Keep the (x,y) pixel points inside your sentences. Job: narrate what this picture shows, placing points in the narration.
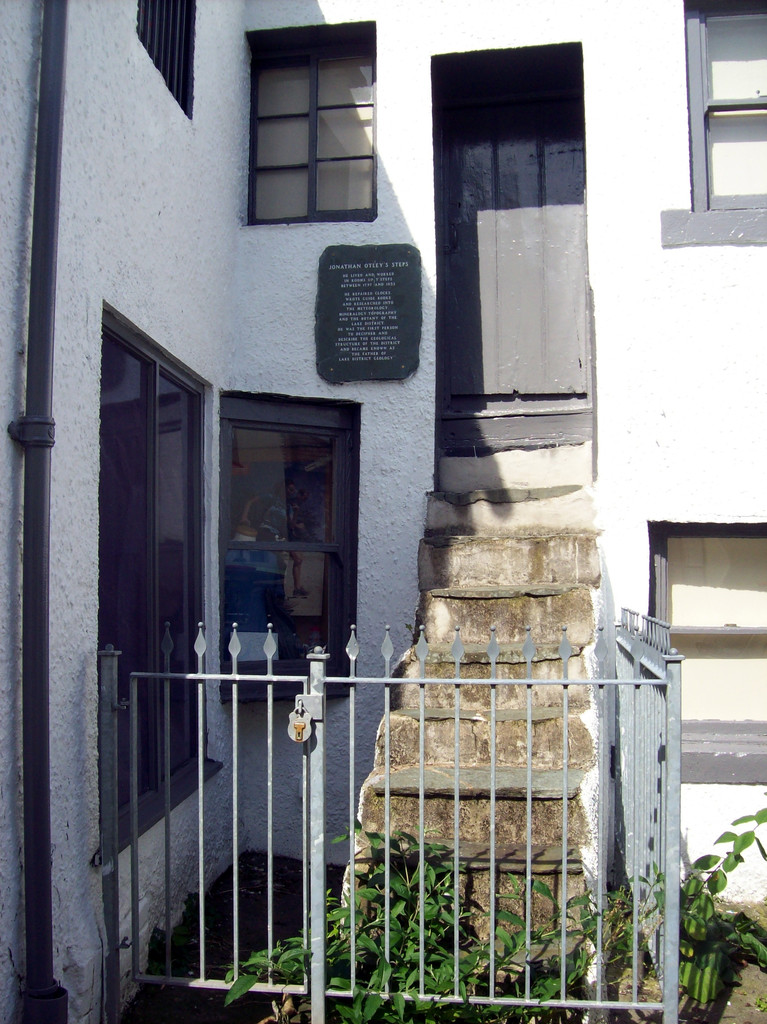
In this image, this looks like a house (313,167) with the windows (327,152) and a door (483,204). This is a board (341,337), which is attached to the wall (296,320). These are the stairs (502,808). I can see an iron gate (651,719) with a lock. On the left side of the image (39,617), that looks like a pipe (42,684), which is attached to a building wall (5,355). At the bottom of the image (398,933), I can see a plant (462,965).
